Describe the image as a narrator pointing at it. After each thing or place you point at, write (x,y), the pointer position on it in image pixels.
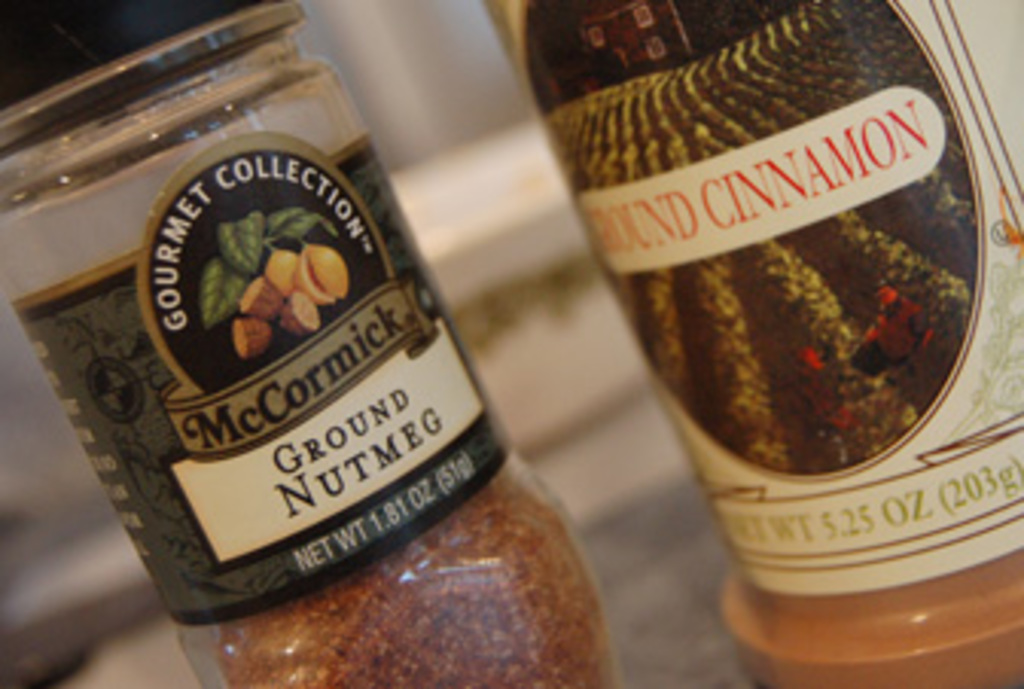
In this picture we can see two bottles (323,236) on which the labels (289,280) are with white, red, black and golden color.
